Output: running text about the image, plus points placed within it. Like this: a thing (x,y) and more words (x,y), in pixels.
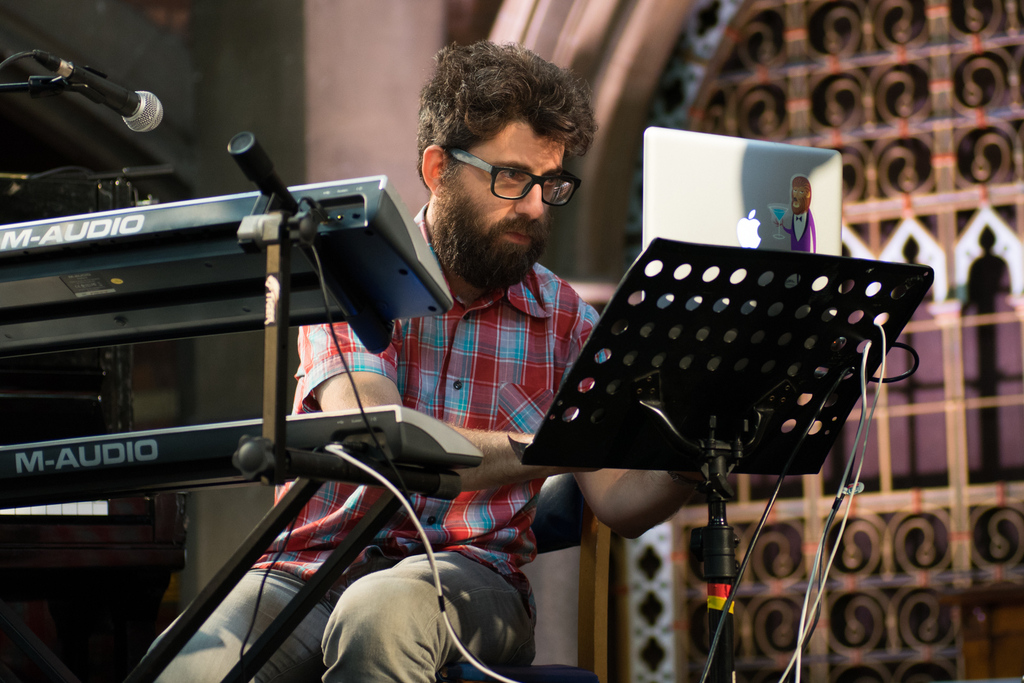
In this picture we can see a man (474,409), he is seated on the chair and he wore spectacles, in front of him we can see a microphone (127,122), keyboards (151,434), metal rods (228,571), cables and a laptop (673,172) on the stand (658,383).
